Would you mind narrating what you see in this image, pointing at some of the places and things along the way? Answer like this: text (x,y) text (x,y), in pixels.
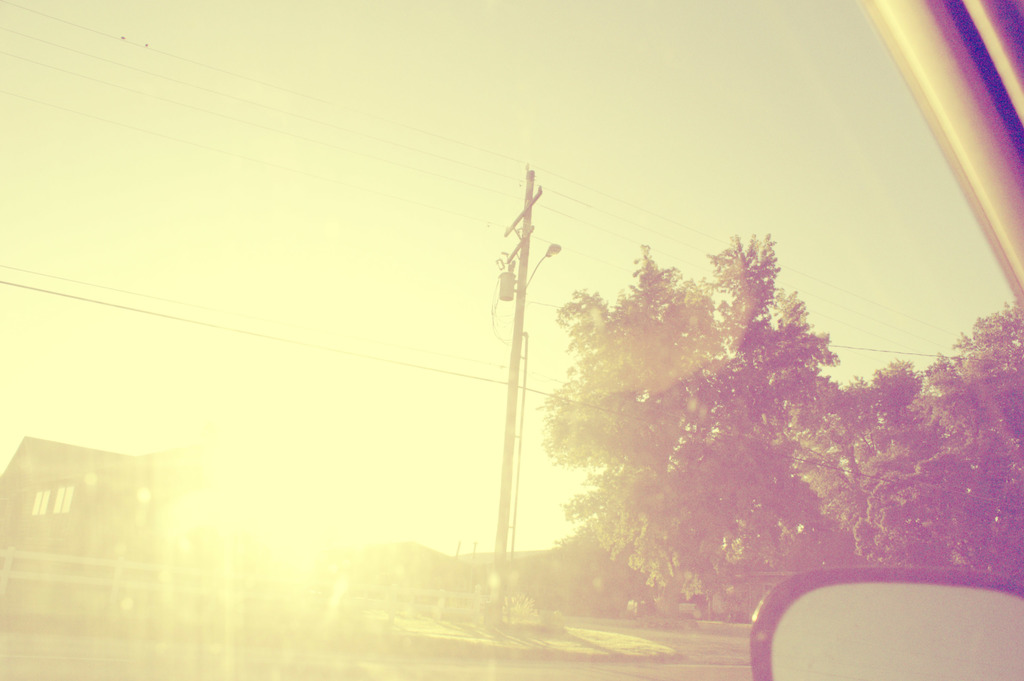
At the bottom of the image (882,605) there is a side mirror (882,605), at the top right of the image (947,148) there is car door (958,75), in this image there are trees (793,470), electric pole (521,335) with lamp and cables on it, behind that there are houses (80,515).
